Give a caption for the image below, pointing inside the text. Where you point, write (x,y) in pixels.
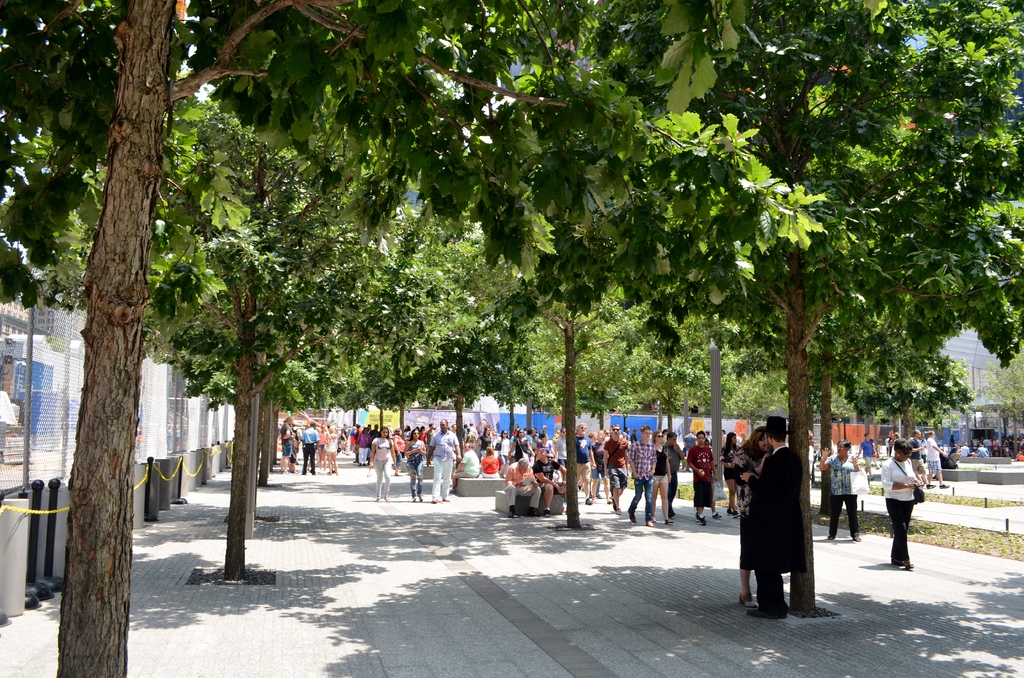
In this picture we see few people (384,428) walking, few people (400,444) are standing and few people (470,475) are seated and we can see few trees (129,146) around.
